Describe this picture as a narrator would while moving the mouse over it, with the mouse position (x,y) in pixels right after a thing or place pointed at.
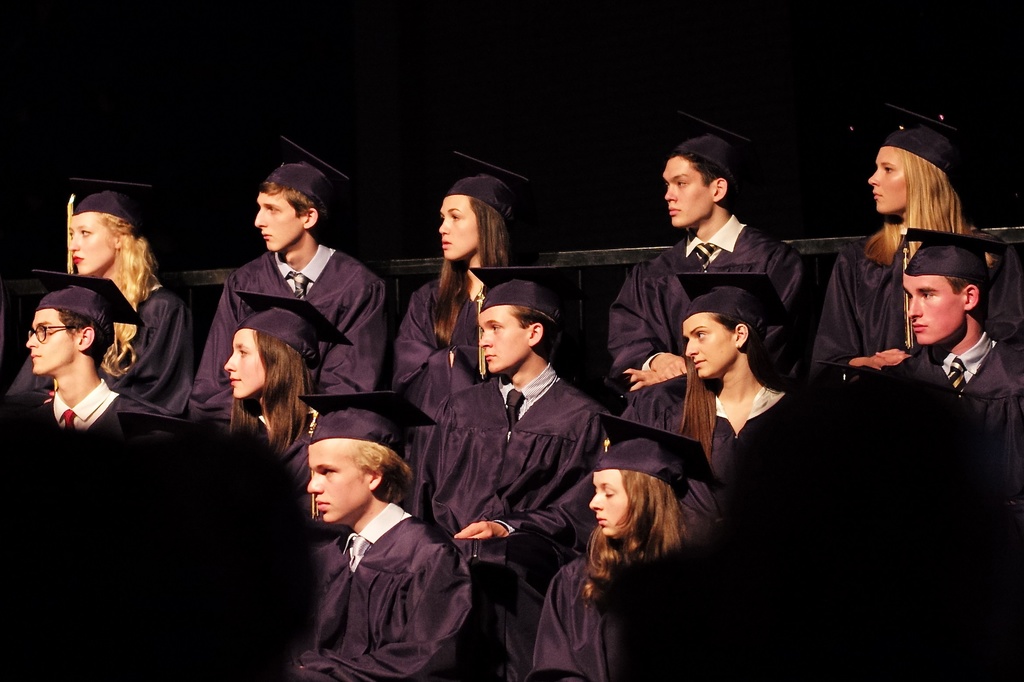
In this image we can group of persons (556,422) sitting on the benches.
